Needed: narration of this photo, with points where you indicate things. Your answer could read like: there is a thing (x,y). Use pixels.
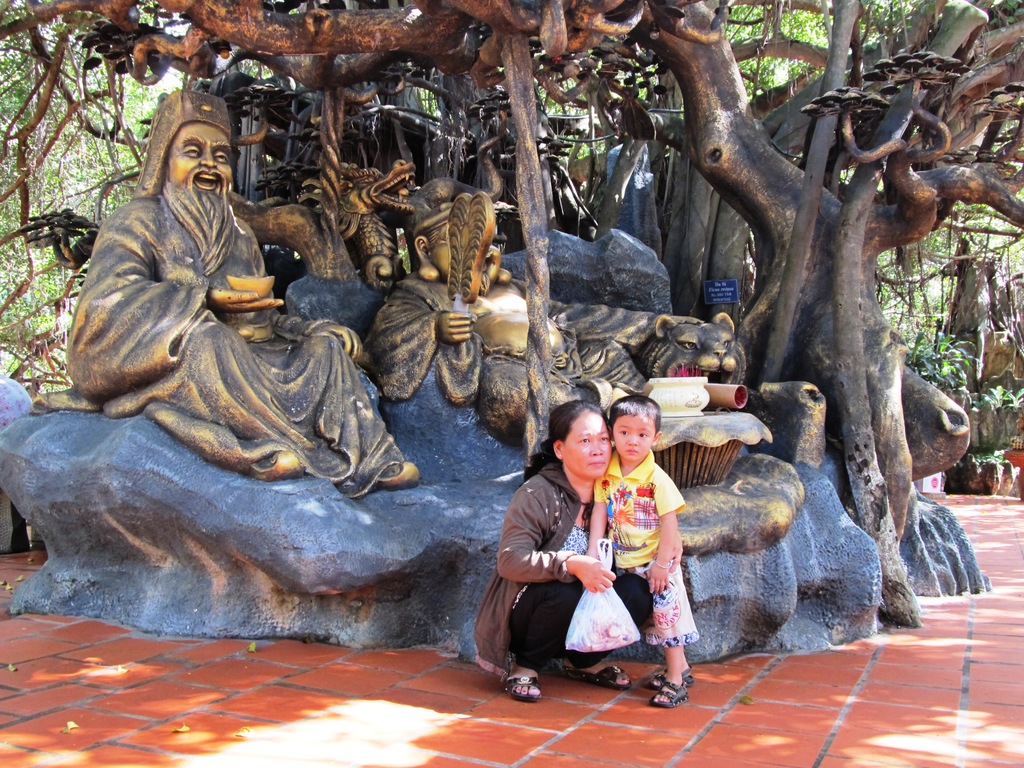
In this picture we can see a woman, boy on the ground (766,672), woman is holding a polythene cover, here we can see statues (335,355), rocks (311,614), name board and some objects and in the background (949,290) we can see trees (864,491).
